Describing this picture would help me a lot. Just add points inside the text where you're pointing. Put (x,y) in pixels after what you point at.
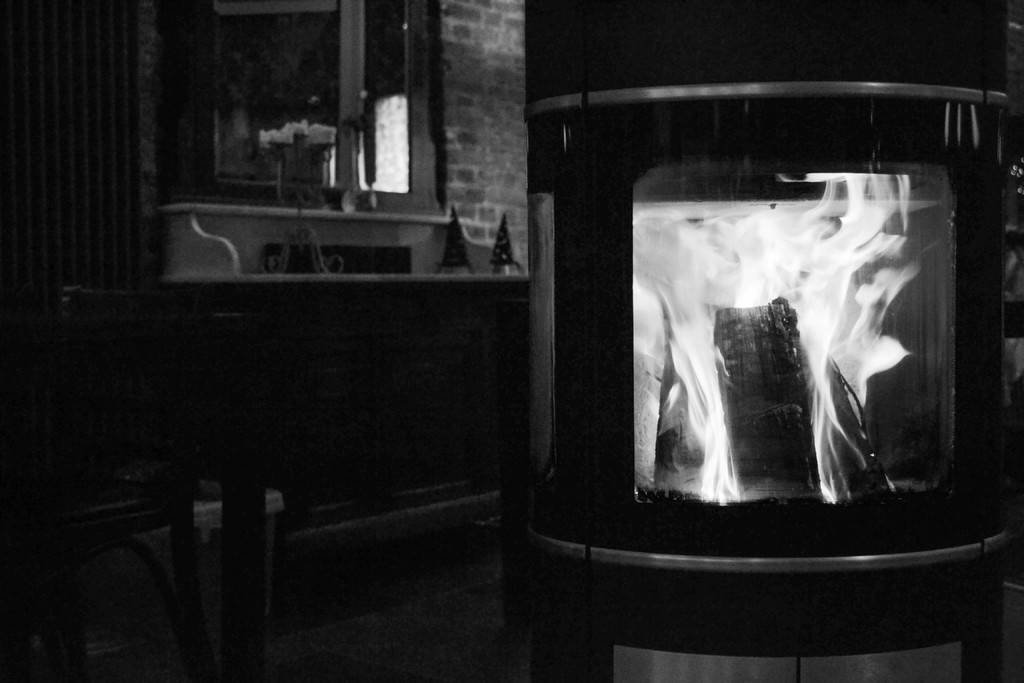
In this image we can see a wood burning stove (570,418) and a chair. Behind the chair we can see a wall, glass (267,42) and a table (362,338). On the table (468,306) we can see few objects (368,266).
